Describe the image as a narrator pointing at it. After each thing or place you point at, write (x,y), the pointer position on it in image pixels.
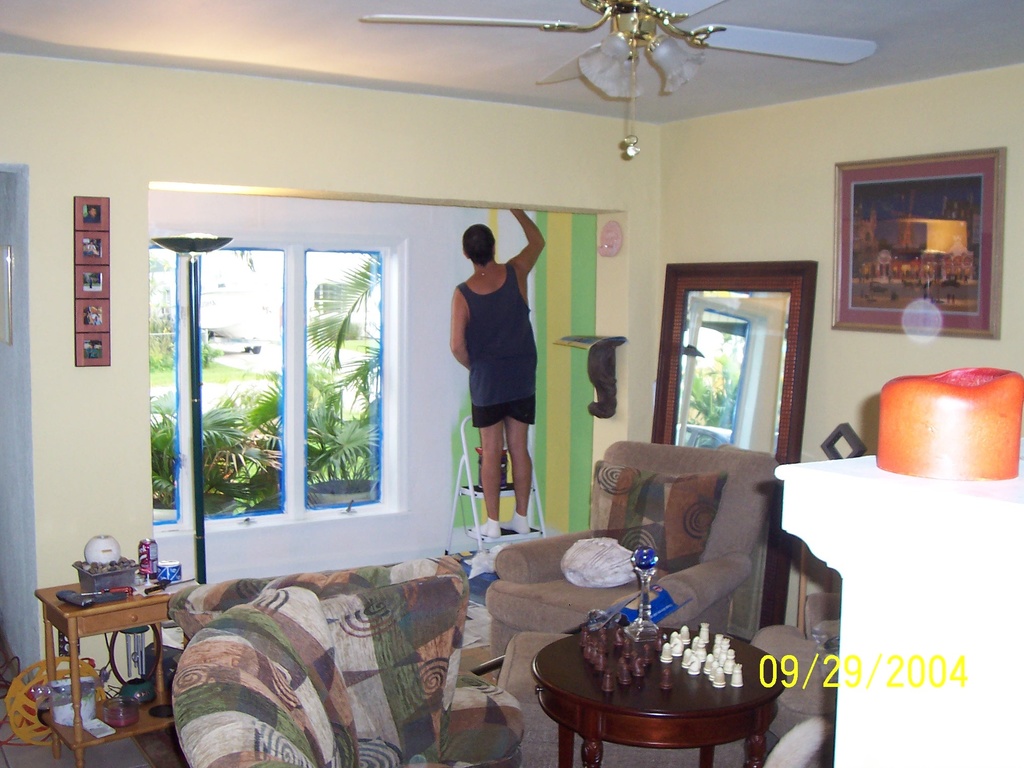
In this image I can see the inner view of the house (5,333). Inside the house (20,353) I can see many couches (395,625). To the side I can see some objects (682,628) on the teapoy (598,699). To the left (130,672) I can see few more objects (74,602) with tables (85,616). To the right (822,505) I can see the orange color objects (884,465) on the white color surface (865,494). In the background (455,328) I can see the person (487,531) and many frames (98,267) to the wall (374,156). I can also see the window (257,395). Through the window (272,388) I can see the plants (248,420).
